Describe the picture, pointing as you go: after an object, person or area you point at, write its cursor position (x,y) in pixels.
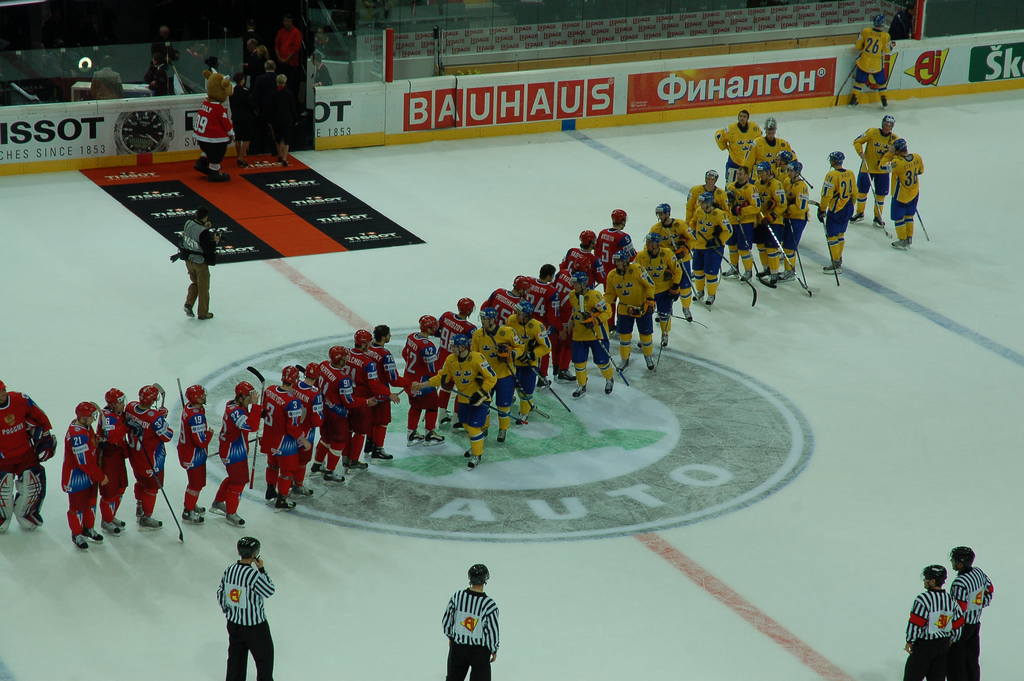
In this image, in the middle (486,317) there are many people (551,352), some are holding sticks (831,267). At the bottom (954,613) there are four men (931,635). At the top (630,106) there are people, posters (419,129), text (545,92).
